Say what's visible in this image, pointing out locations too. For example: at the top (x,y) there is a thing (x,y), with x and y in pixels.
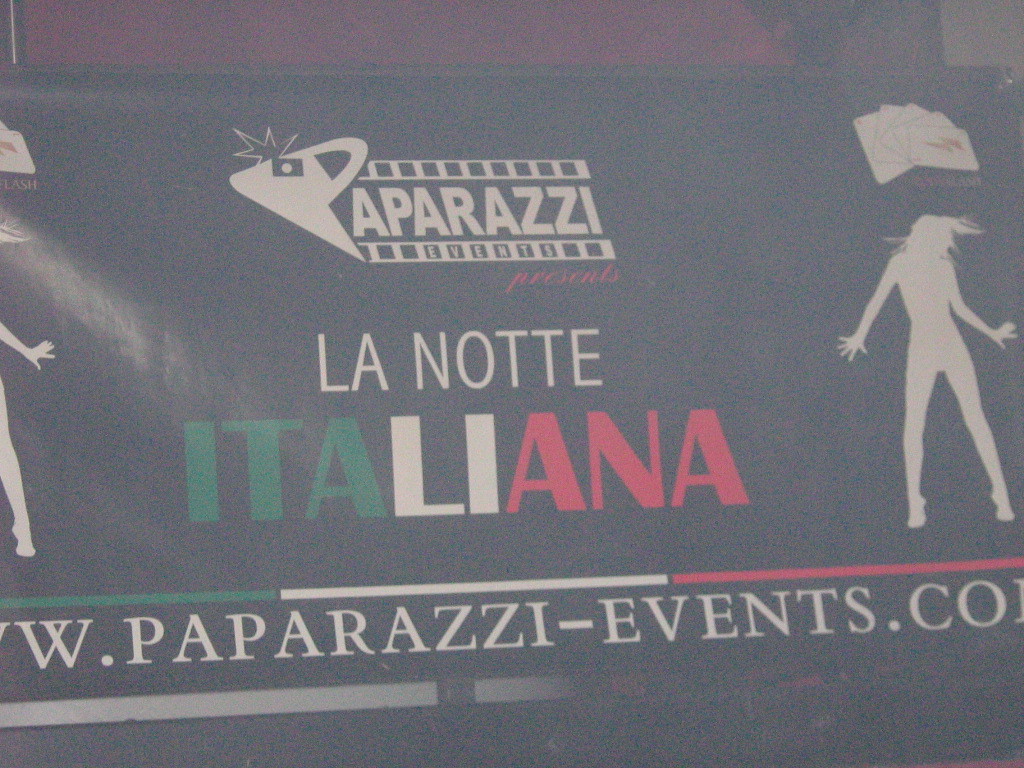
In this image we can see a board (248,319) with some pictures (934,267) and text (207,638) on it.
